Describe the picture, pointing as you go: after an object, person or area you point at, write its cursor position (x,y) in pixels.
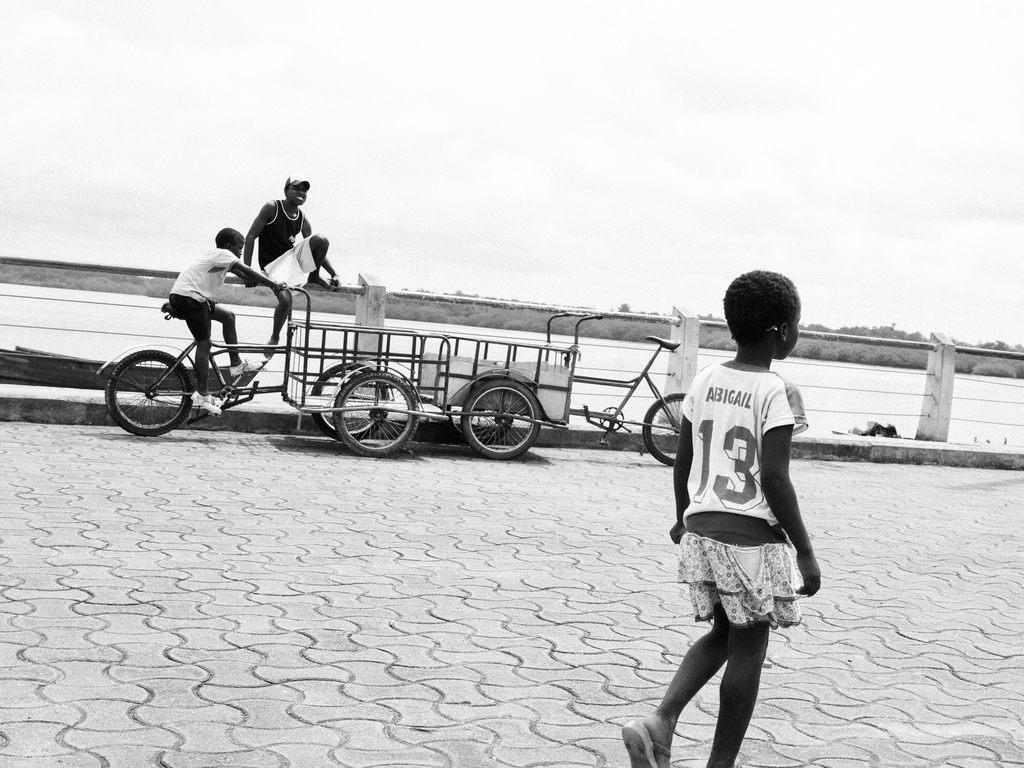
This is a black and white image and here we can see people (745,564) and one of them is sitting on the railing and wearing a cap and there is a person (199,322) riding a cargo cycle (250,349) and we can see an other bicycle (648,378). At the top (655,151), there is sky (650,287) and at the bottom (133,614), there is water (100,326) and a road (116,646).
